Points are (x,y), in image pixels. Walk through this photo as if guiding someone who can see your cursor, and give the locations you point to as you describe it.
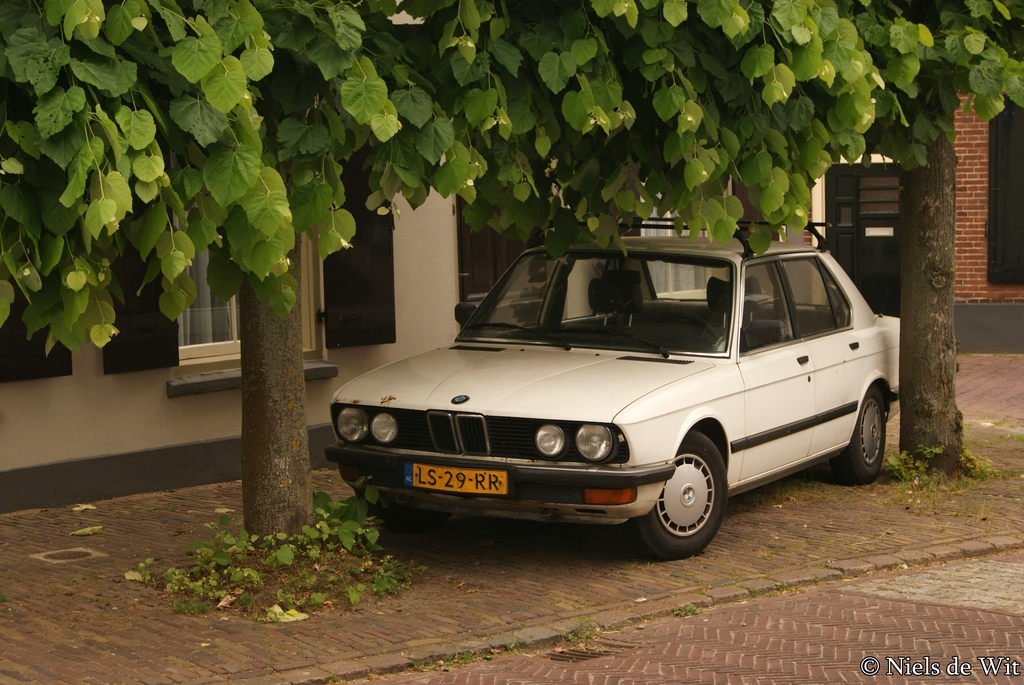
In this image I can see a car (685,558) which is in white color, background (440,266) I can see few buildings (424,230) in white and brown color and trees (127,135) in green color.
